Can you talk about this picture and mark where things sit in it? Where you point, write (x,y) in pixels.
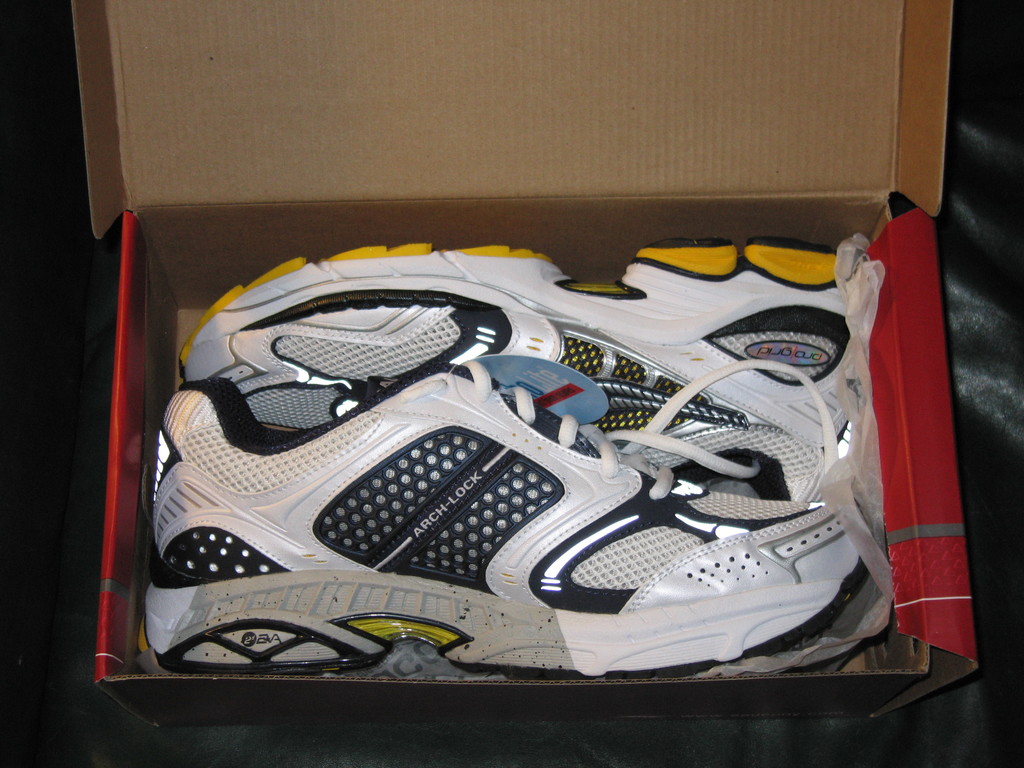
In this image it looks like a couch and on that we can see there are shoes (557,321) in the box (429,228).
